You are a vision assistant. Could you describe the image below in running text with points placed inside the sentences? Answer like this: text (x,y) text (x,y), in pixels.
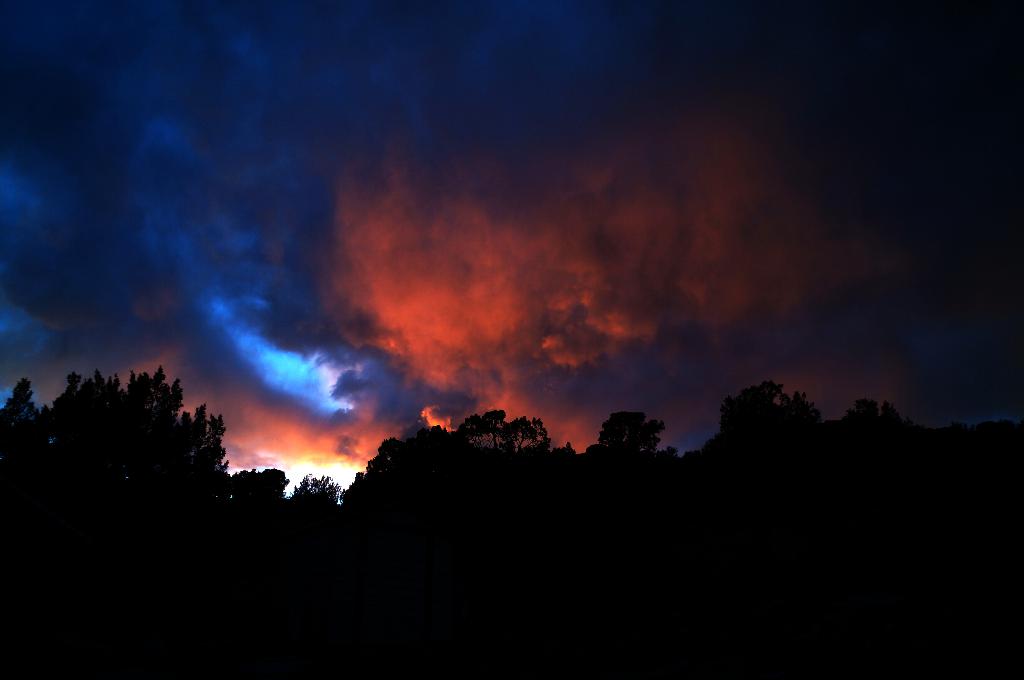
In this image we can see a group of trees (605,504) and the sky (703,338) which looks cloudy.
